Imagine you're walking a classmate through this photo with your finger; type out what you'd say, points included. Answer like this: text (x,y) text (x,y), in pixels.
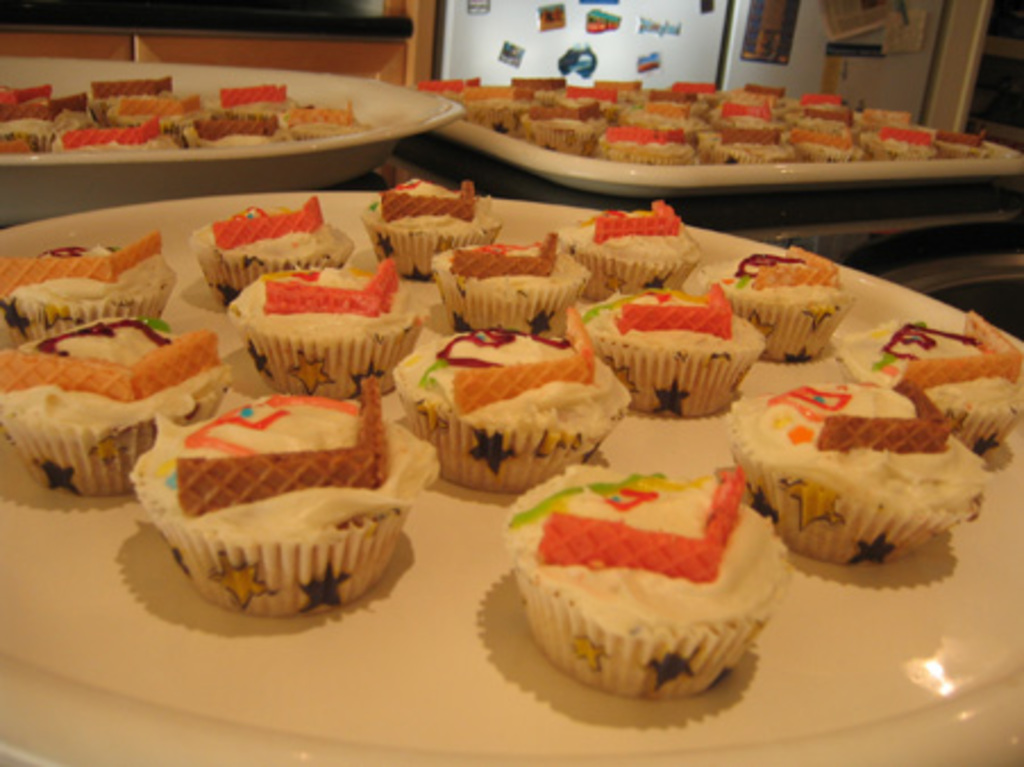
In the picture we can see a desk (748,196), on it we can see white plates (359,161) and tray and those are filled with cupcakes (218,421) and whip cream (289,432) with wafers (585,526) which are brown, red in color, in the background (704,55) we can see a fridge (455,42) with some magnets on it.
